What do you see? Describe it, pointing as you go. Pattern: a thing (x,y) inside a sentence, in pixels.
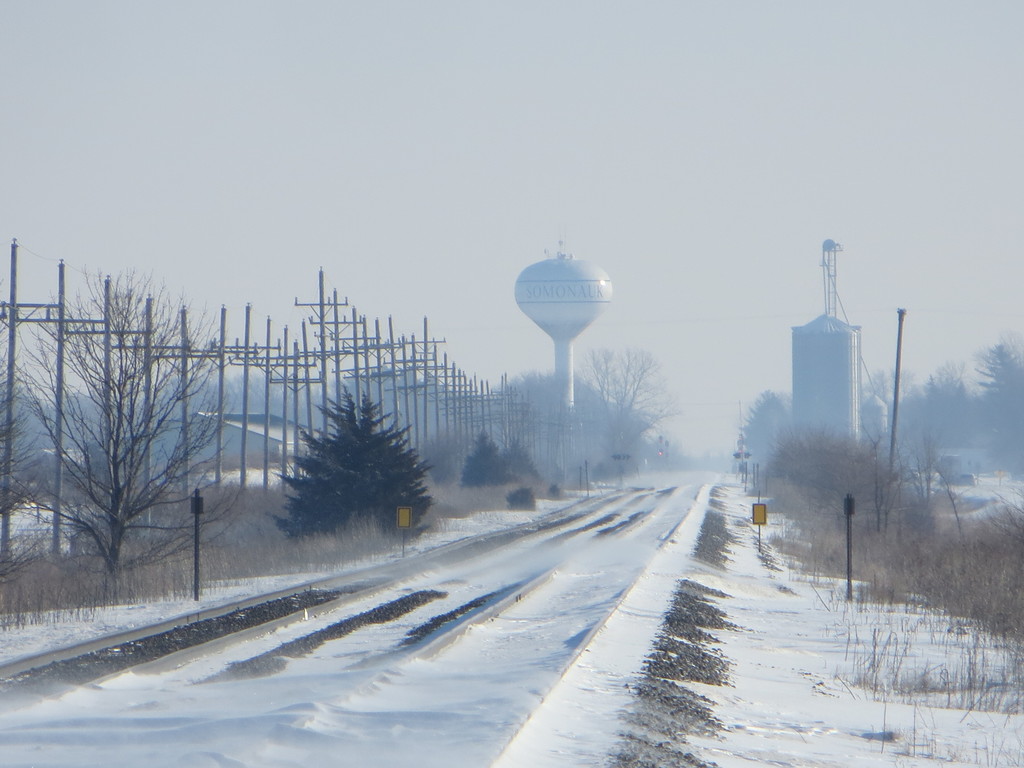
In the image we can see there is a ground (502,642) covered with snow (443,746) and there are trees (961,567) and there are buildings (199,453).
